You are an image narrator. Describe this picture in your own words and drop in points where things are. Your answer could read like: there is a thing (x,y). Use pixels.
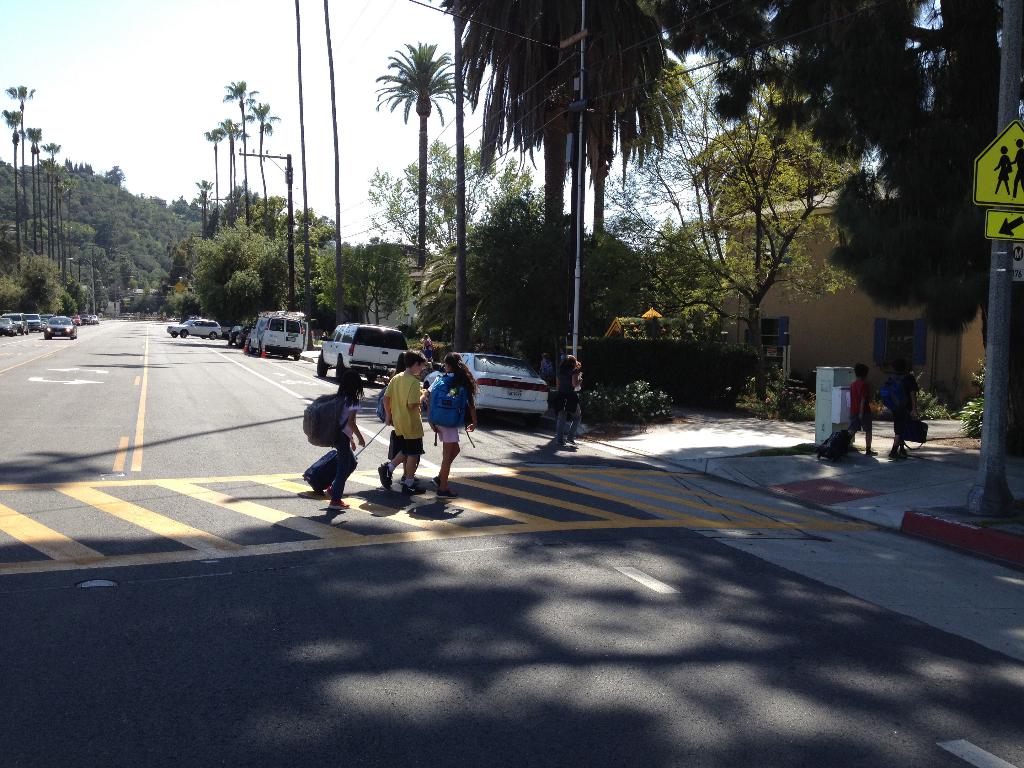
In this image I can see there are few persons (445,464) crossing the road (497,463) on zebra cross lines (660,477) and they are holding the luggage bag (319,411), in the middle (483,376) I can see there are few vehicles (522,380) visible on the road (124,402) and I can see trees (419,231), on the right side (1014,190) I can see a sign board (990,182) and two persons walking on the sidewalk (810,474) and I can see a house (821,257) and trees (781,158), at the top I can see the sky (378,57).
